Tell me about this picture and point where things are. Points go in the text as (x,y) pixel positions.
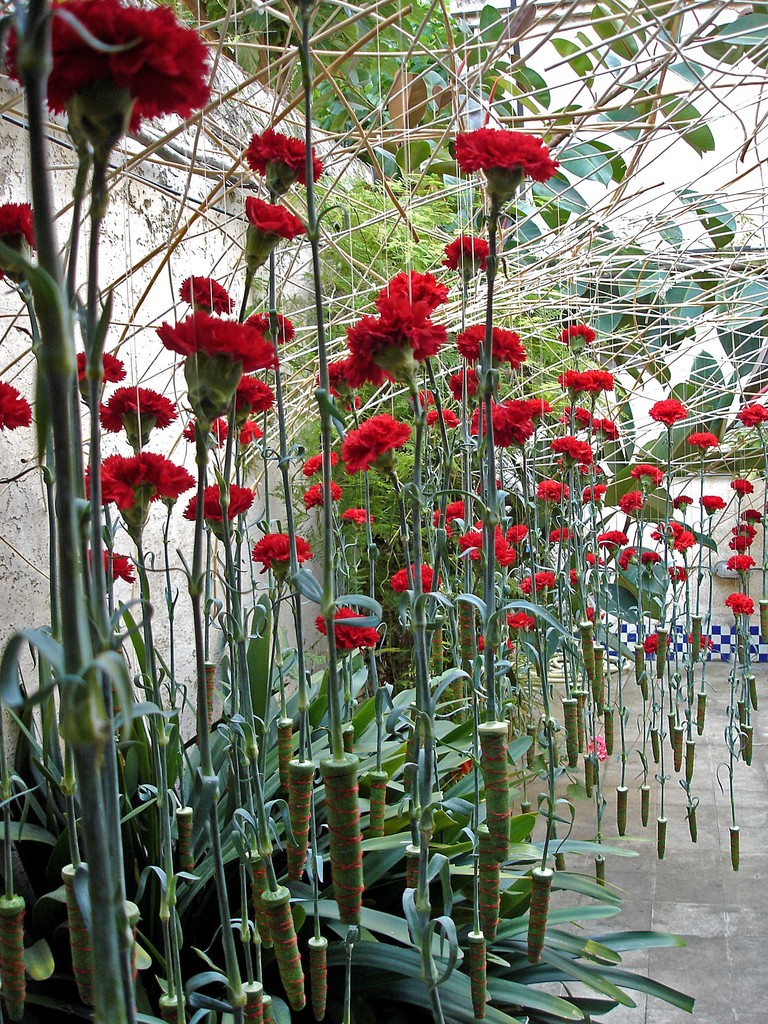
Completely an outdoor picture. We can able to see plant (146,104) with red flowers (469,165). Wall (142,210) is in white color.
